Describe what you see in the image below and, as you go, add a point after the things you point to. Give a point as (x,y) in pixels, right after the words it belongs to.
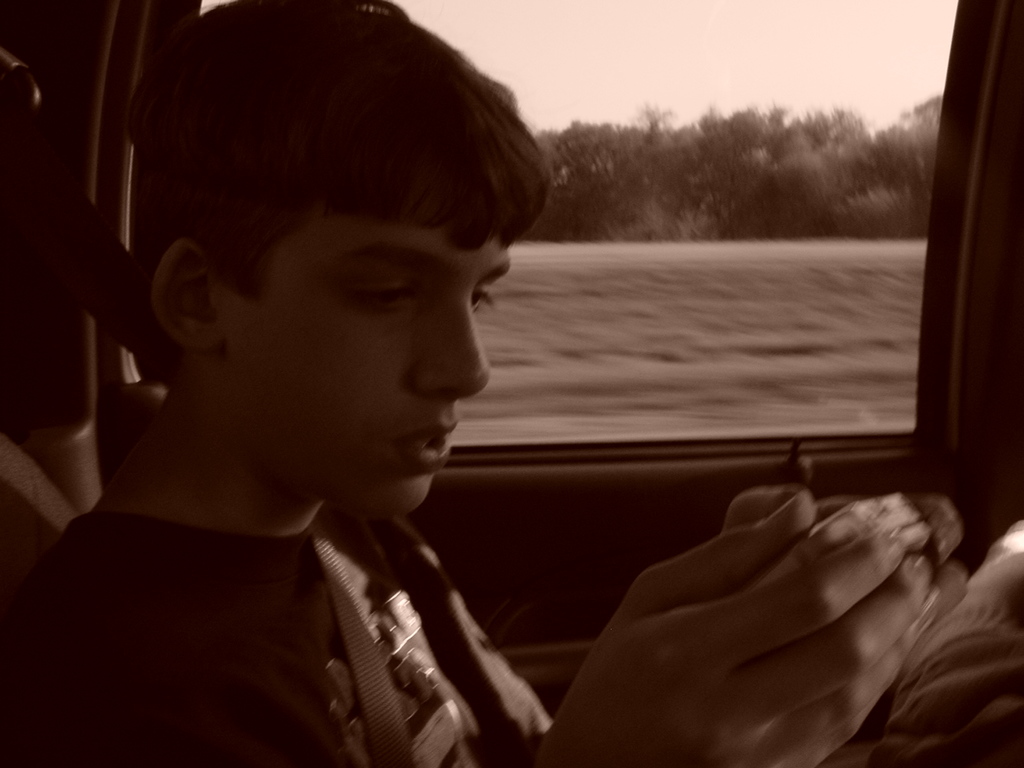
In this picture there is a boy (358,352) sitting inside the vehicle (593,605) and holding the object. Behind the mirror (513,250) there are trees (932,172) and there is grass (707,356). At the top (626,67) there is sky (609,19).
